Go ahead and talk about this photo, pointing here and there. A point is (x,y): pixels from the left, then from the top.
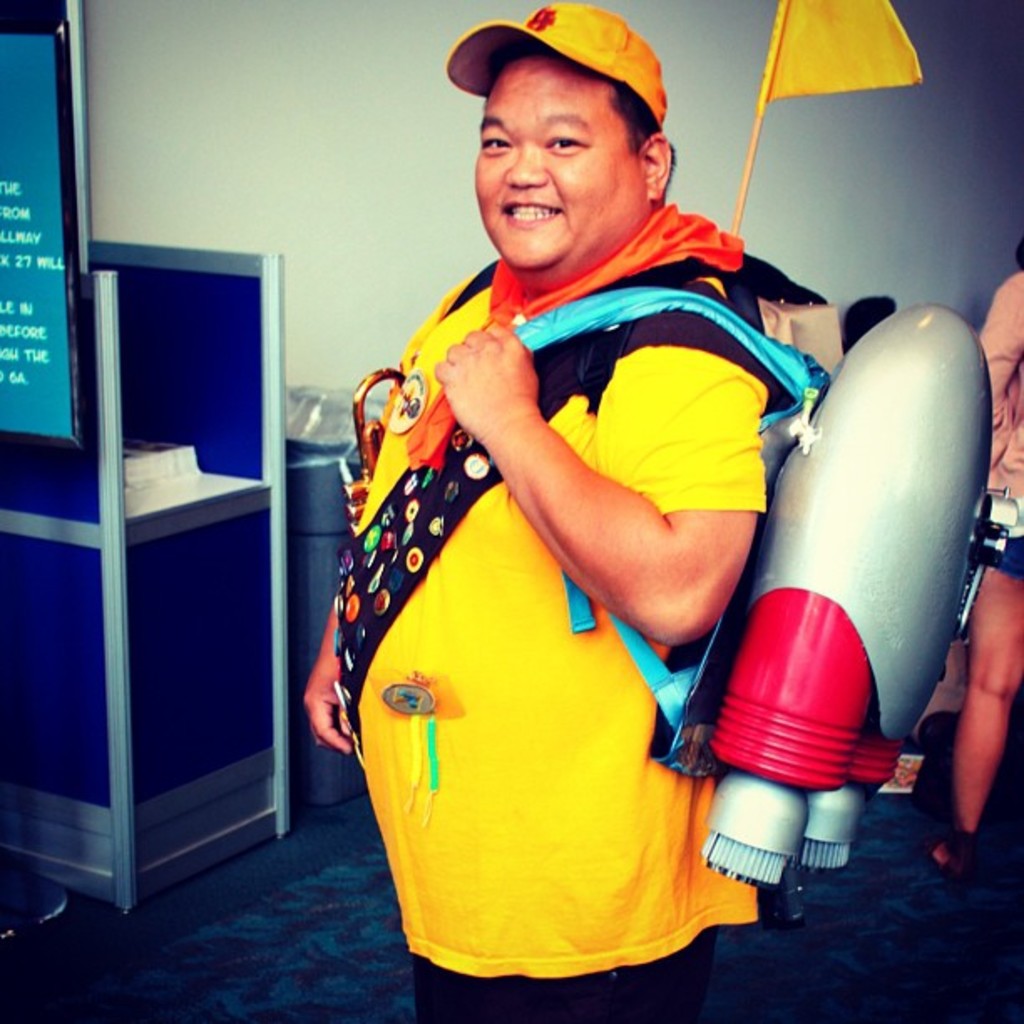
In the center of the image (428,345) there is a person (695,989) wearing yellow color t-shirt (659,369) and a yellow color flag (883,20). There is a yellow color flag (776,84). In the background of the image (408,214) there is wall (210,163). To the right side of the image (1011,345) there is another person (985,708). At the bottom of the image (311,951) there is a carpet (172,966).
